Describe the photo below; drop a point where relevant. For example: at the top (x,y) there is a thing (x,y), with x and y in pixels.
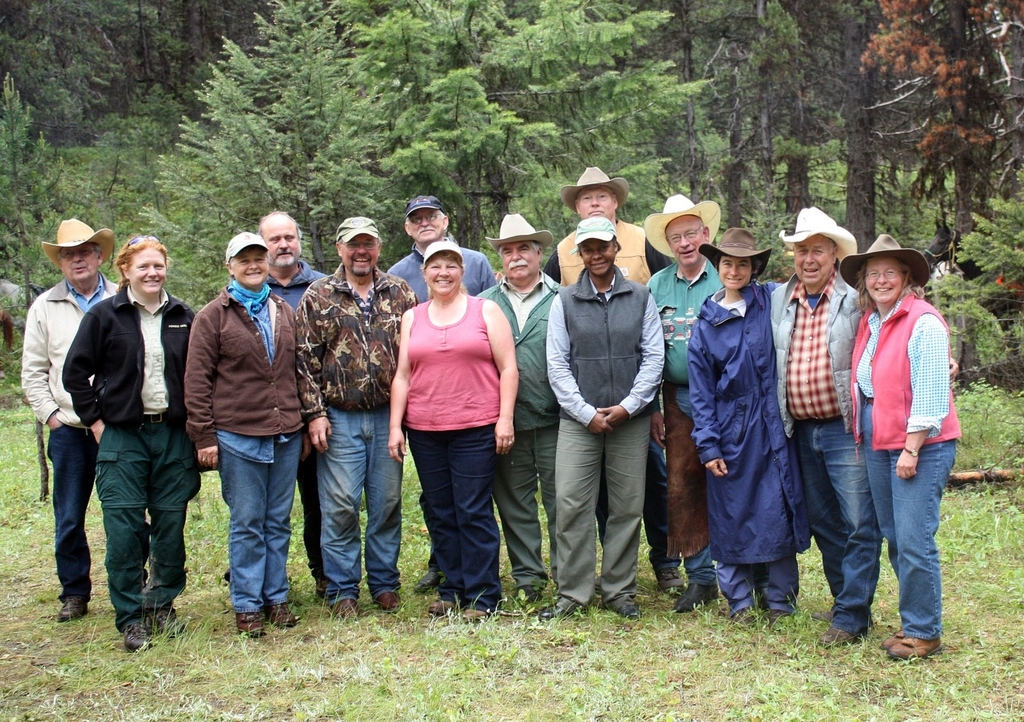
In this picture I can see few people (403,449) are standing and they wore caps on their heads (149,263) and I can see smile on their faces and I can see few trees (537,143) in the back (996,104) and I can see grass (642,628) on the ground (621,656).
